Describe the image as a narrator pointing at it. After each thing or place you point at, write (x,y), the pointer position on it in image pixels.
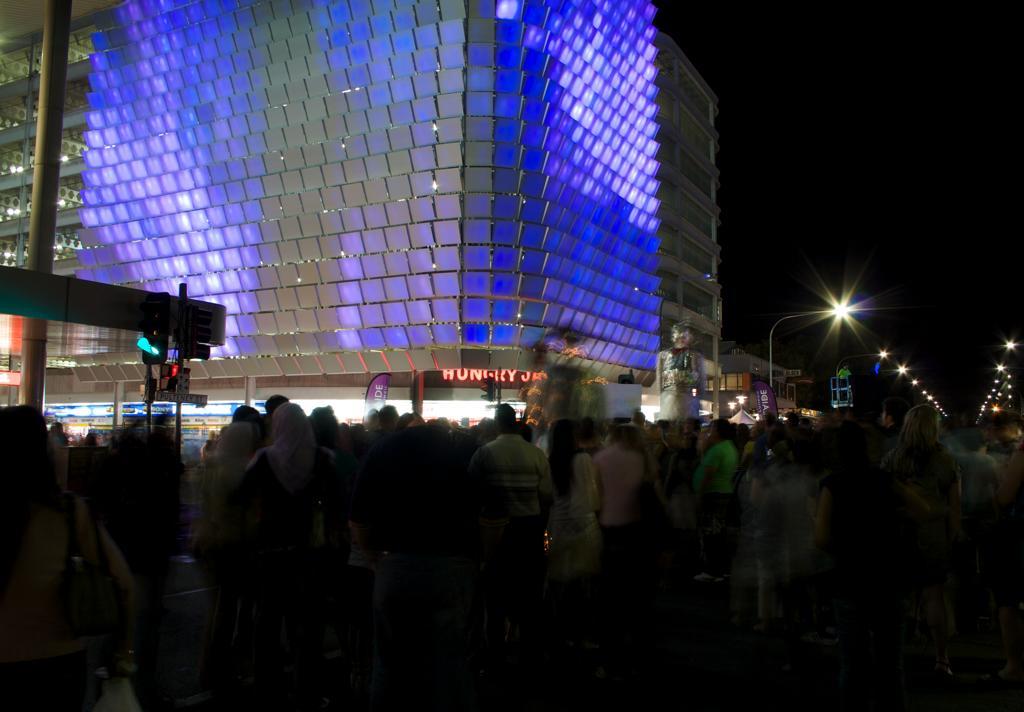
In this image we can see so many men (500,534) and women (588,573) are standing. In the background (188,320), we can see signal lights (186,354), street lights (773,363), pole (46,218), statue (676,368) and buildings (281,244).
